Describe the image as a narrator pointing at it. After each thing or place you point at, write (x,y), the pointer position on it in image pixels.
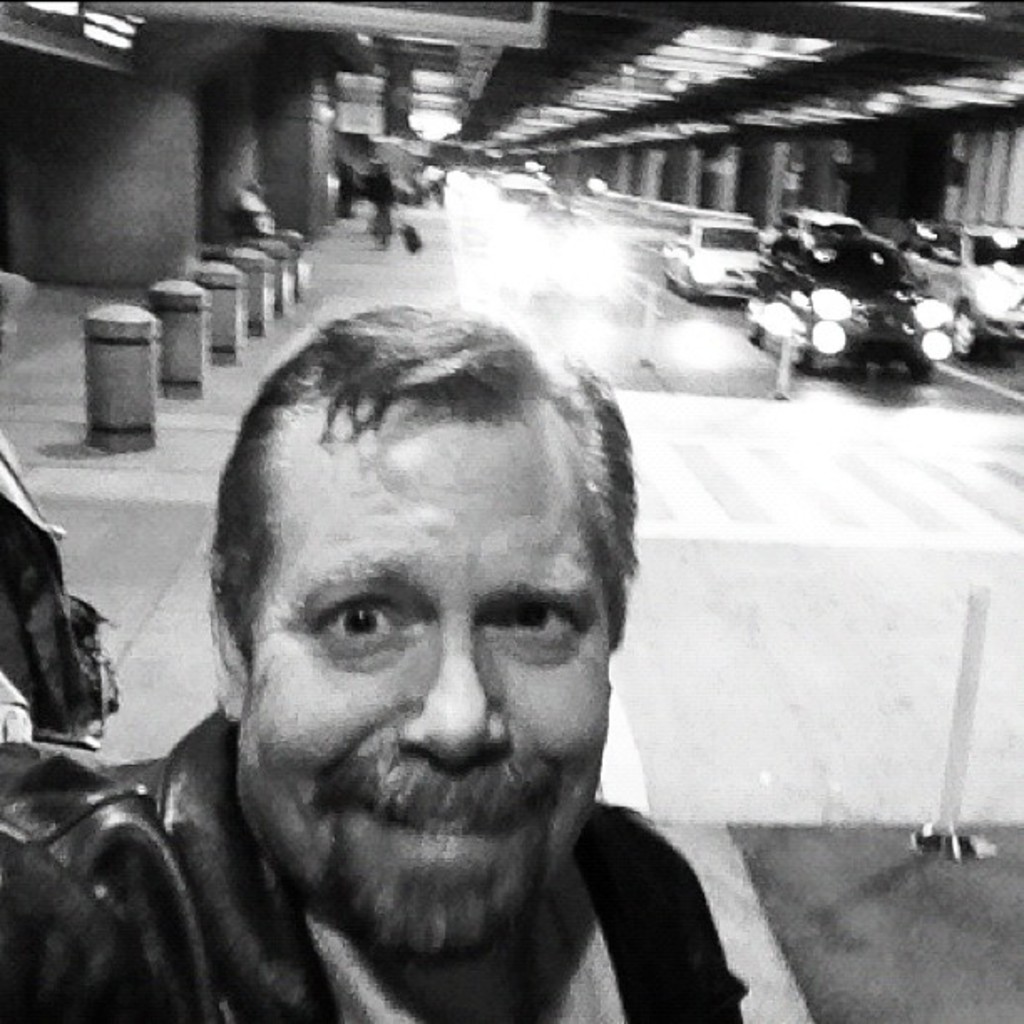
This is a black and white picture. In this there is a person (353,742). In the background (581,267) there are vehicles (710,230), small poles (232,295) and lights (442,83). And it is blurred in the background (429,119).
